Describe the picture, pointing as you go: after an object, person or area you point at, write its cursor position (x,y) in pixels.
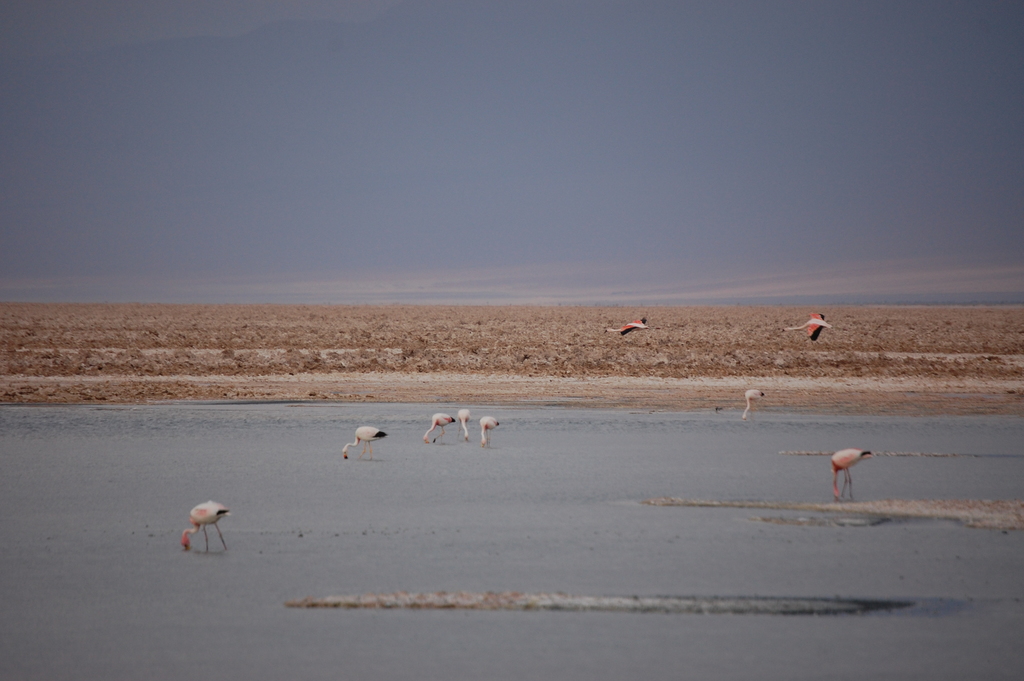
In this picture I can see few flamingos (440,421) and I can see water (455,500) and salt flats (447,365) and I can see a blue cloudy sky (437,147).
